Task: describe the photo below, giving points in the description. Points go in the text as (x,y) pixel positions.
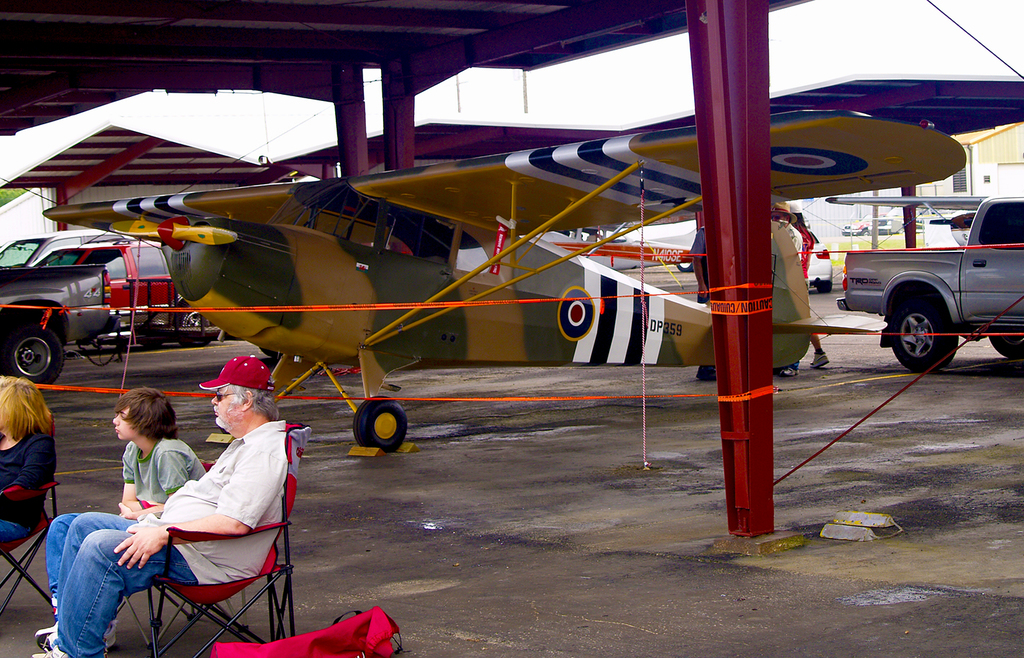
This image consists of a plane (414,243) in camouflage color. On the left (242,491), there are three persons (139,484) sitting in the chairs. At the bottom (587,483), there is a road (592,404). On the right (925,280), there is a car (923,366). In the background (55,285), there are many vehicles (55,302). At the top (292,90), there is a shed (483,44).
